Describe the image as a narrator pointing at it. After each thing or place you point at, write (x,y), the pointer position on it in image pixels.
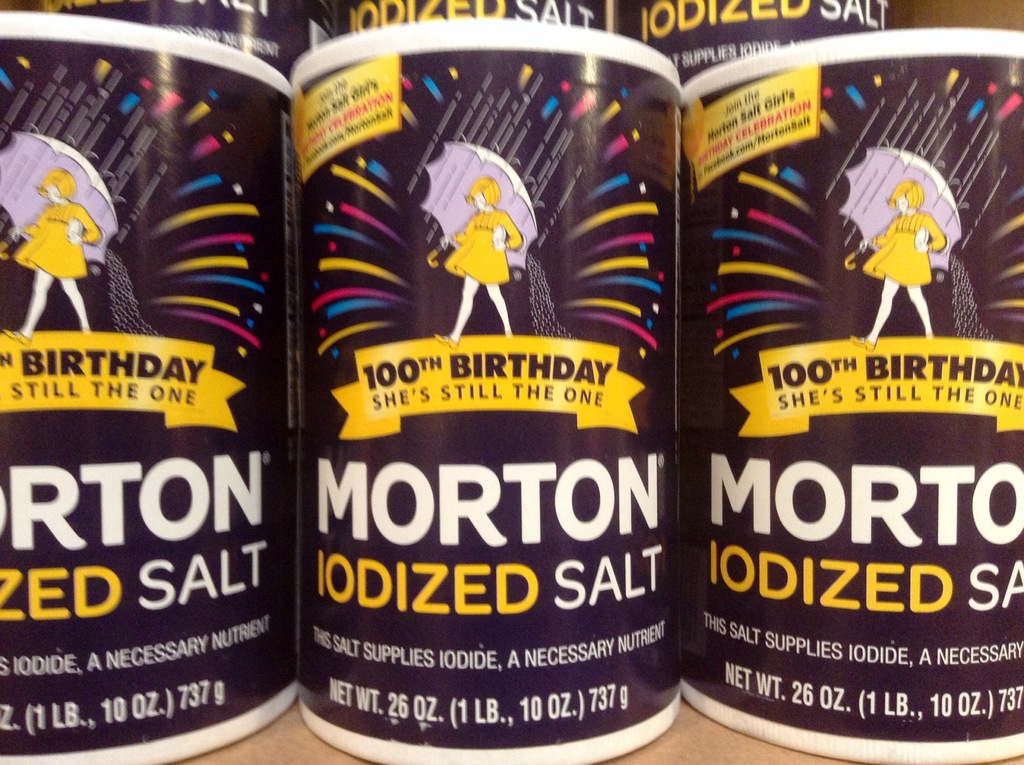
In this image I can see few boxes (562,280) and I can see something written on the boxes (571,354) and the boxes (631,264) are in purple color and they are on the cream color surface (689,741).
